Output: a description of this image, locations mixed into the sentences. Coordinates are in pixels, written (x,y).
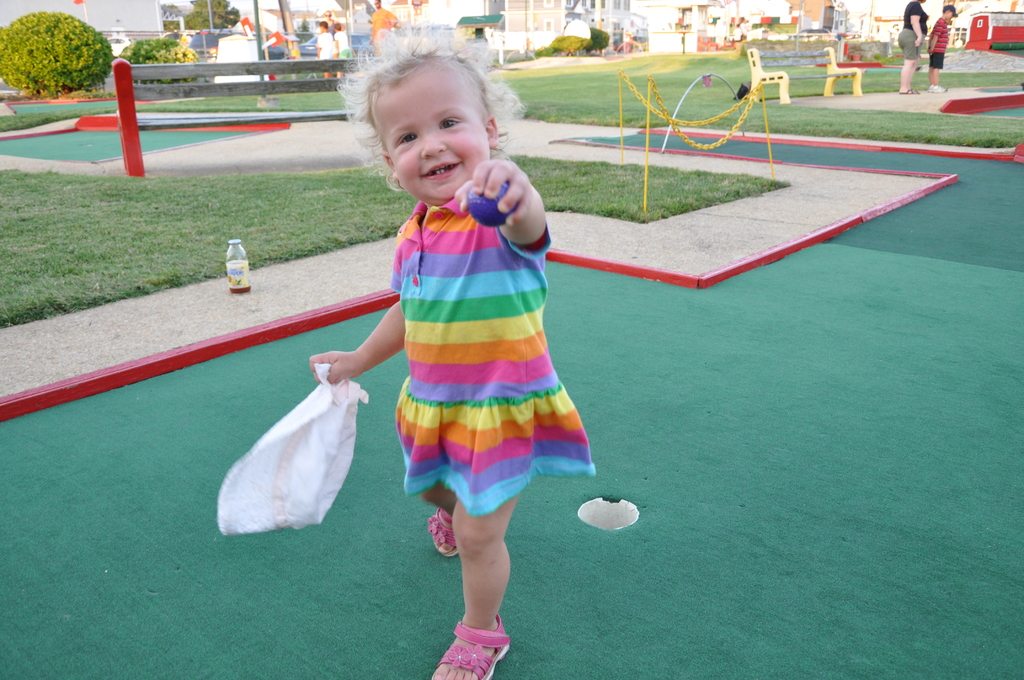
In this picture I can see a girl (499,209) in front (472,231) who is standing and I see that she is holding things (328,402) in her hands (486,190) and I see that she is wearing colorful dress (407,320) and in the middle of this picture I see the grass (140,241), benches (315,113) and I see 2 persons (904,75) on the right (939,29) and I see few plants (94,86). In the background (424,6) I see number of buildings (420,21) and on the top left of this image (337,33) I see few more persons (345,45) and in the middle of this image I see a bottle (246,266).
